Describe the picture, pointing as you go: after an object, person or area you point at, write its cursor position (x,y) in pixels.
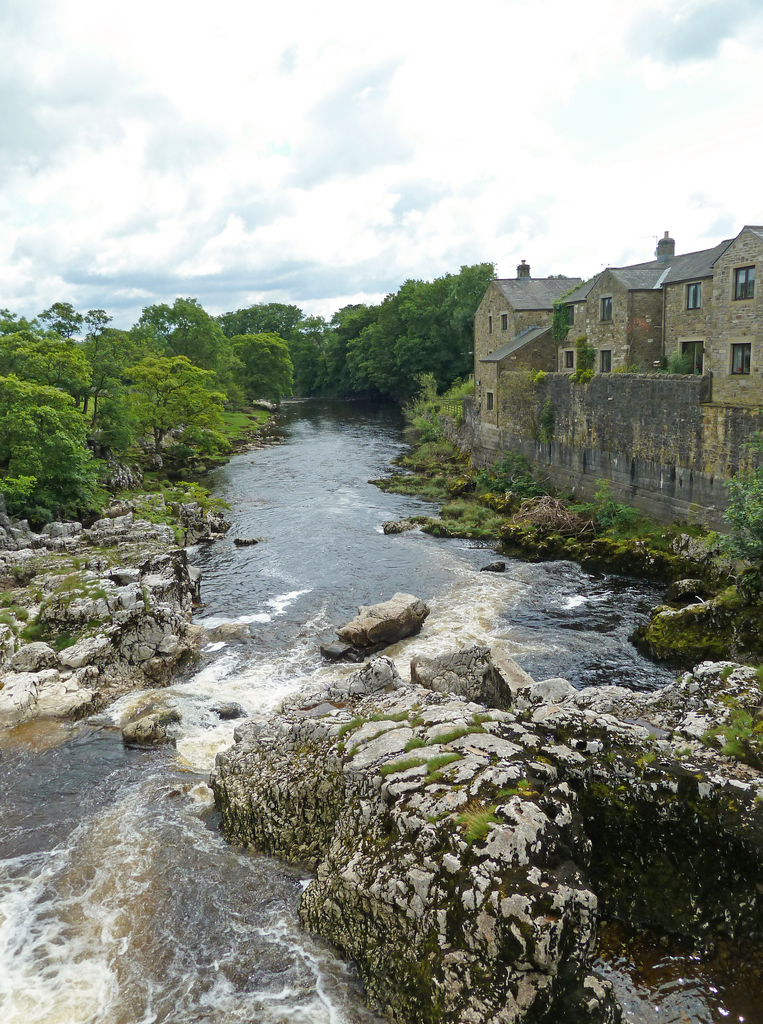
This is an outside view. At the bottom of the image (213,796) there is a river (233,621) and I can see the rocks (88,601). On the right side (608,314) there are few buildings (515,361). In the background (132,392) there are many trees (223,378). At the top of the image (226,165) I can see the sky (313,175) and clouds (402,175).
